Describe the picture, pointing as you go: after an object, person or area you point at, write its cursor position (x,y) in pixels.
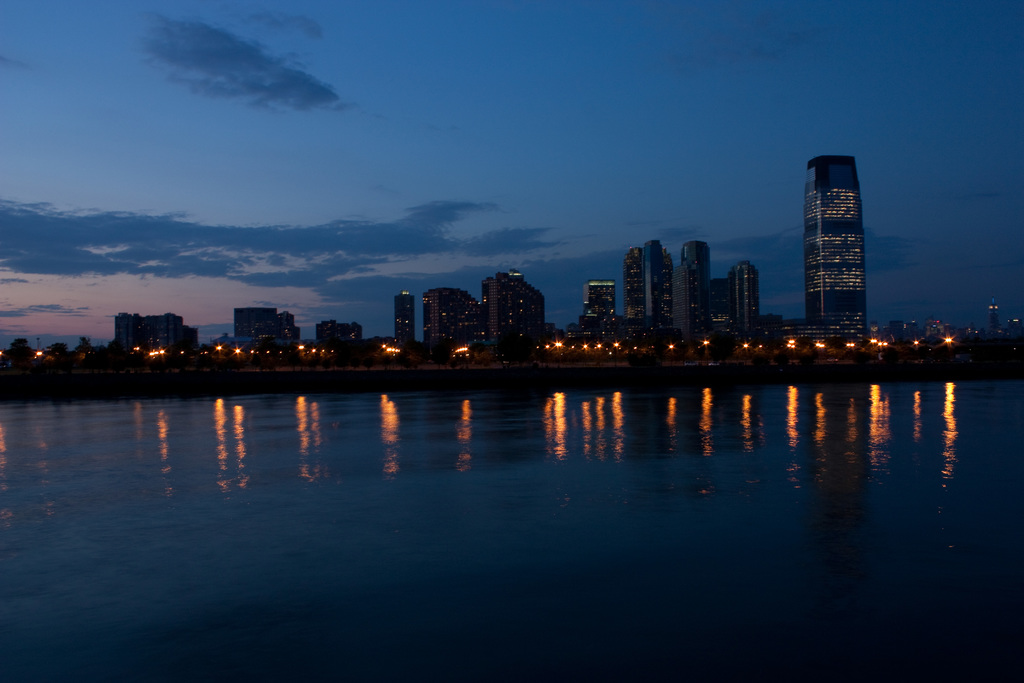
In this picture I can see the skyscrapers (692,334), buildings (402,329), lights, trees (509,361), street lights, road (175,373) and other objects (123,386). At the bottom (366,541) I can see the lake (582,480). At the top (358,120) I can see the sky (338,130) and clouds (303,103).
